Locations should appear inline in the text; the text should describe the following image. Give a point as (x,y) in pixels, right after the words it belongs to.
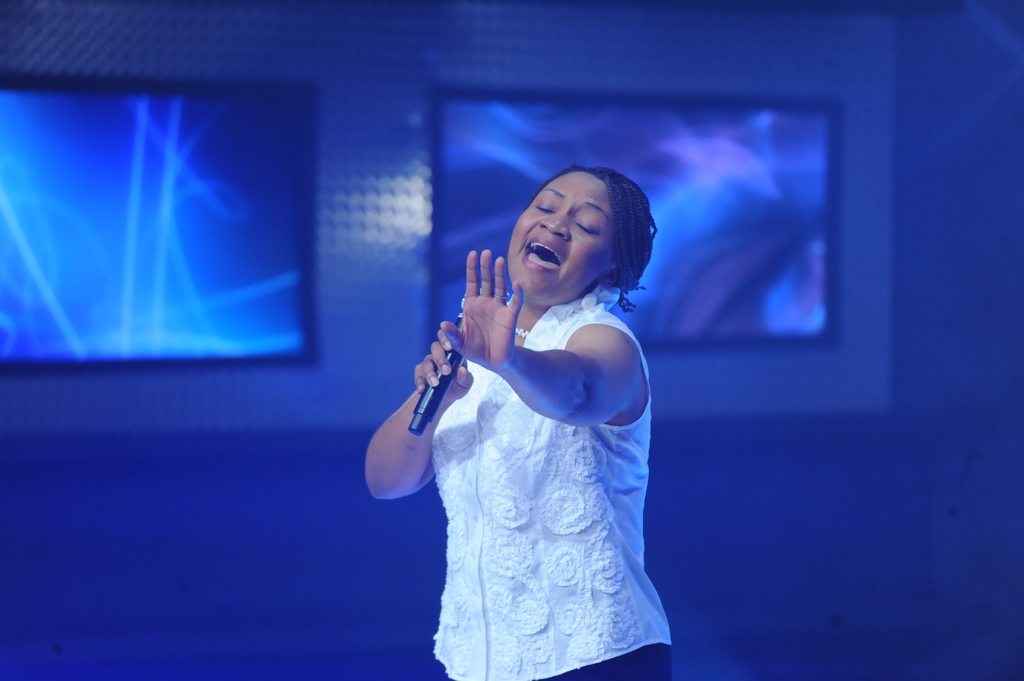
In this picture we can see a woman (517,450) in the white top (507,540) and the woman (491,474) is holding a microphone (459,361) and singing a song. Behind the woman (467,458), there are glowing screens (476,171) on the wall (363,302).
